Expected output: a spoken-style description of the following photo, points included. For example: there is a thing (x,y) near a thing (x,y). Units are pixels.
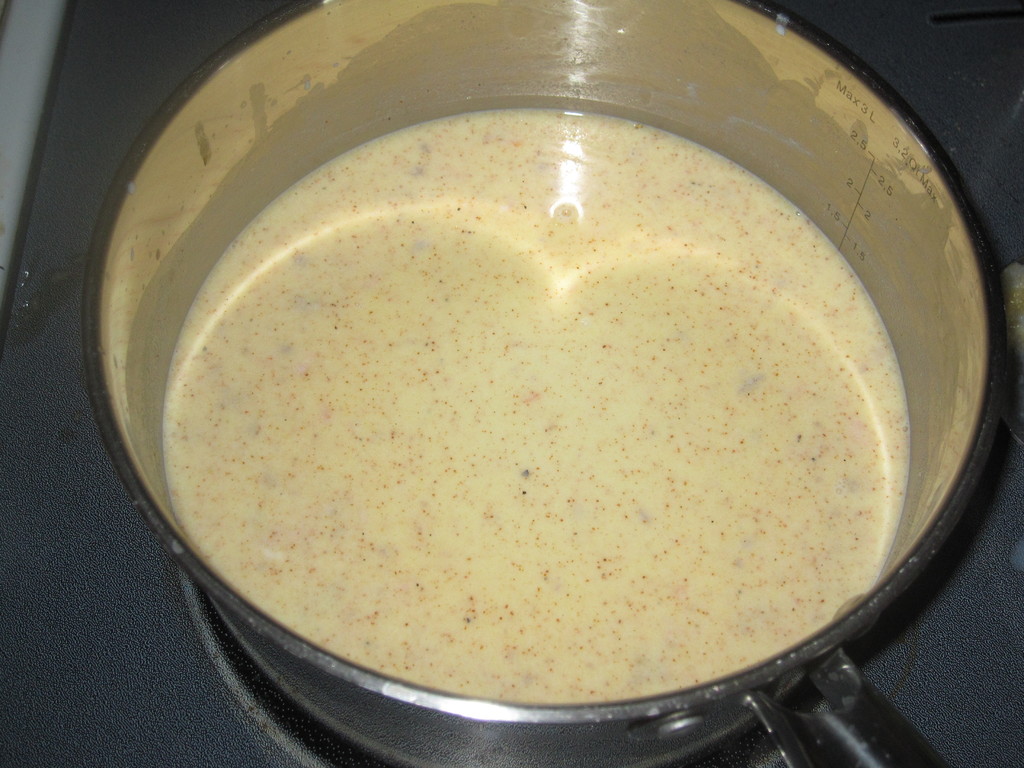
In this image we can see food item (601,389) in the bowl (832,639) which is on a platform (259,6).
